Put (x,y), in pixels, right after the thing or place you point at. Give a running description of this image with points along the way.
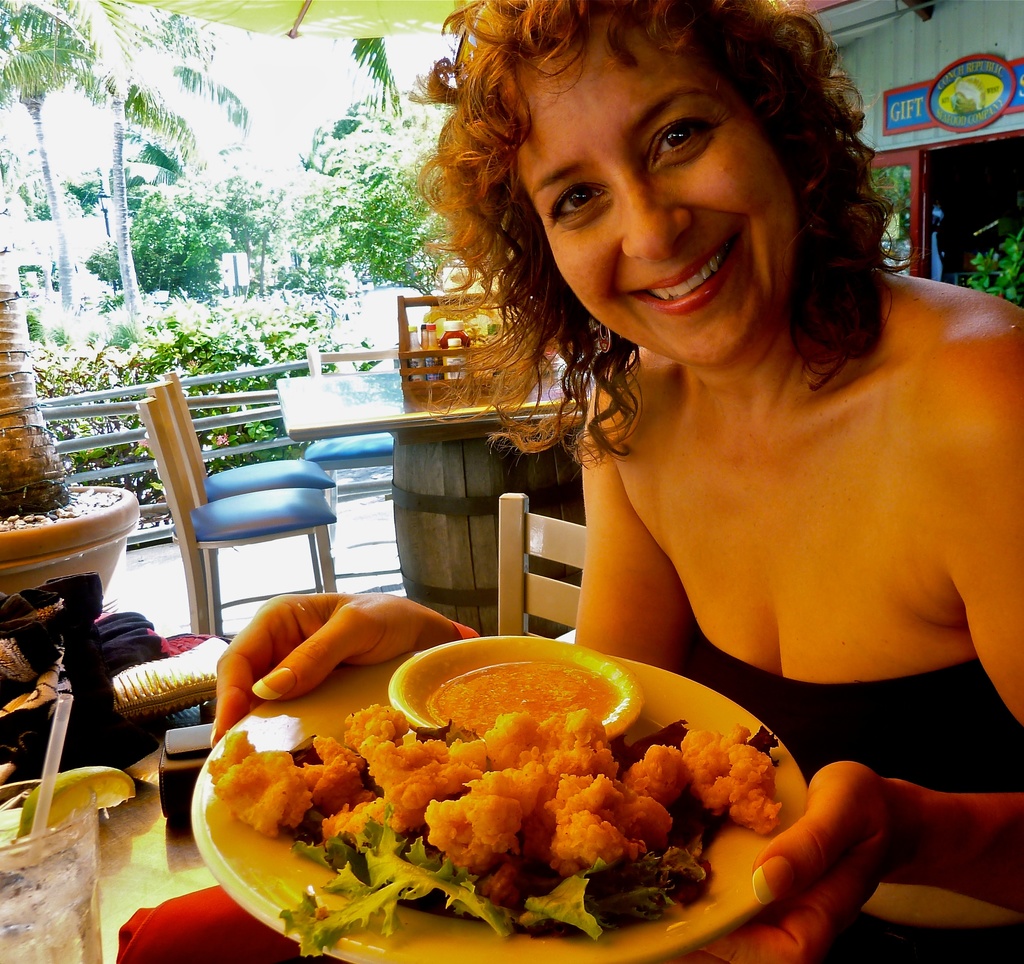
In this picture there is a woman (613,233) smiling, sitting and she has a plate (714,866) in her hands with some food (594,745) on it.
